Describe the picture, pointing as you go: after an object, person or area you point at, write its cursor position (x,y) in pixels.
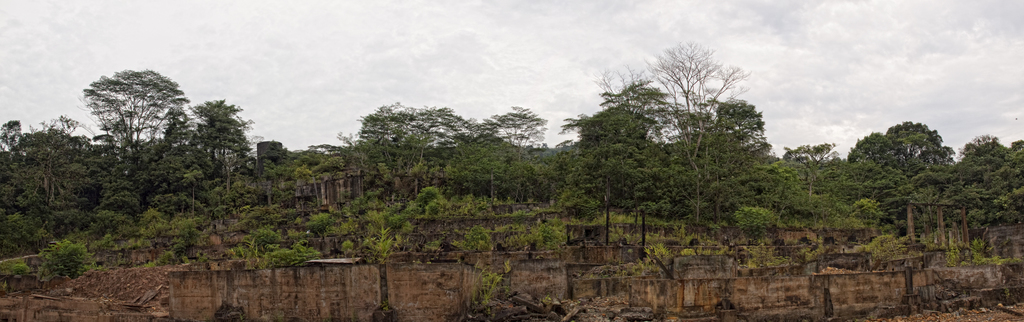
In this image I can see trees (129,176) and the wall (638,279) and the sky (452,61).
